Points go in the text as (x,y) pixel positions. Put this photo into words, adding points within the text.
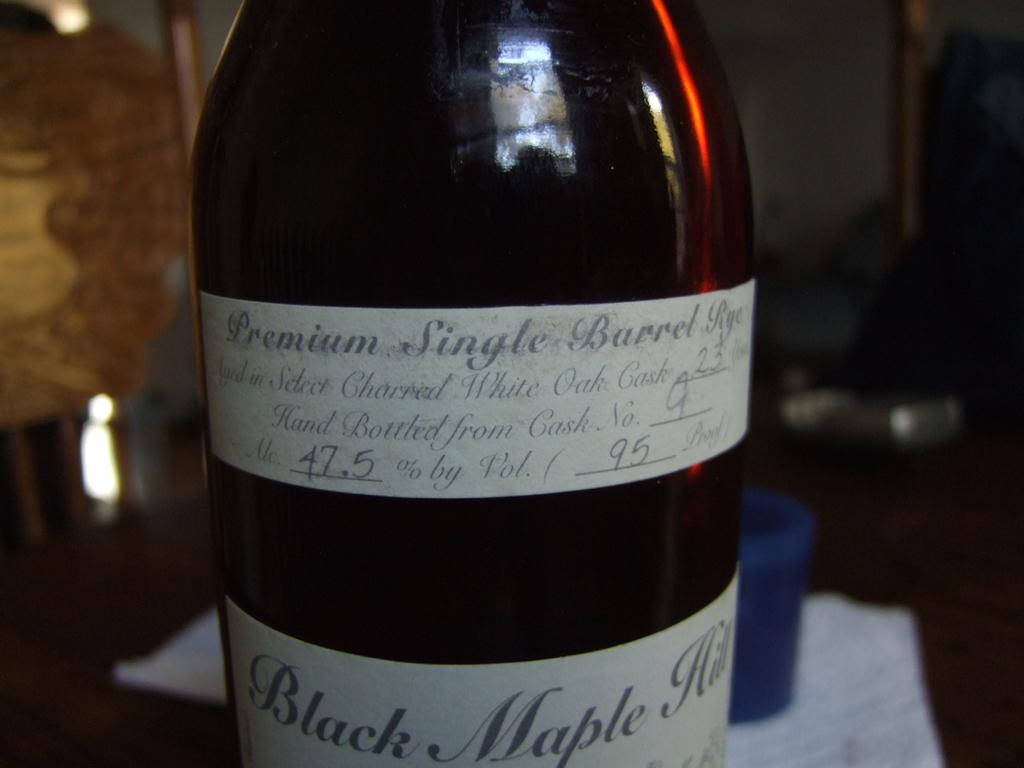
In the image in the center (589,316) we can see one wine bottle (524,431) and we can see something written on it. In the background (55,320) there is a wall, table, mug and few other objects (794,748).
